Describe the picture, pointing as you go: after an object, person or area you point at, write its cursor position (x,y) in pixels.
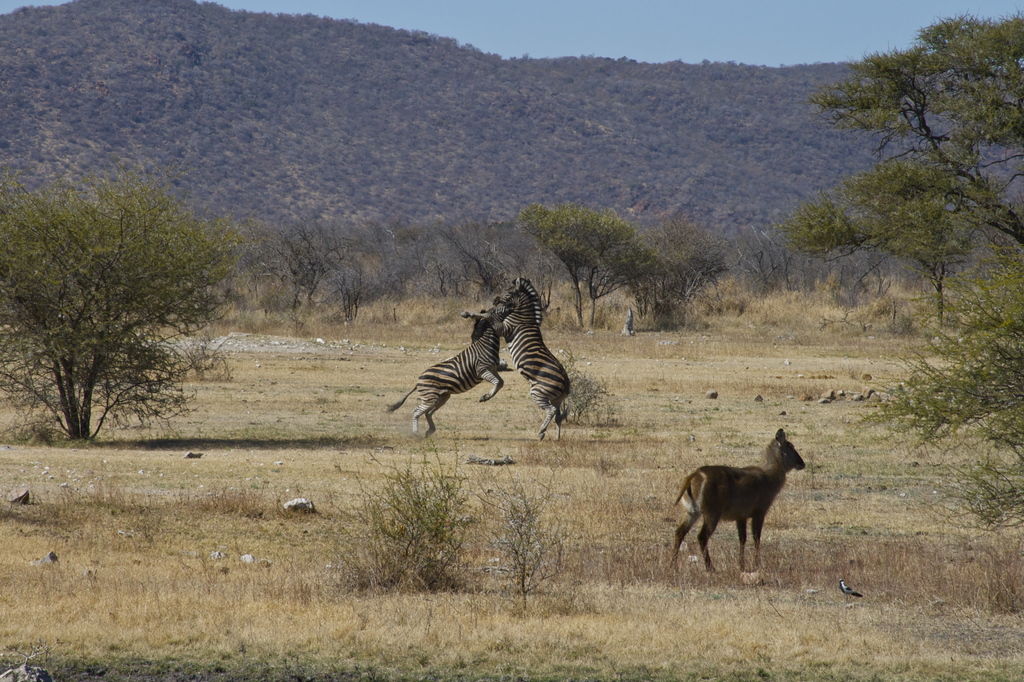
In this image we can see two zebras (541,381) on the ground (628,356), they are in black and white color, in front there is an animal (724,490), there are trees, here is the dried grass (614,388), there are mountains (506,67), at above here is the sky (542,42).
